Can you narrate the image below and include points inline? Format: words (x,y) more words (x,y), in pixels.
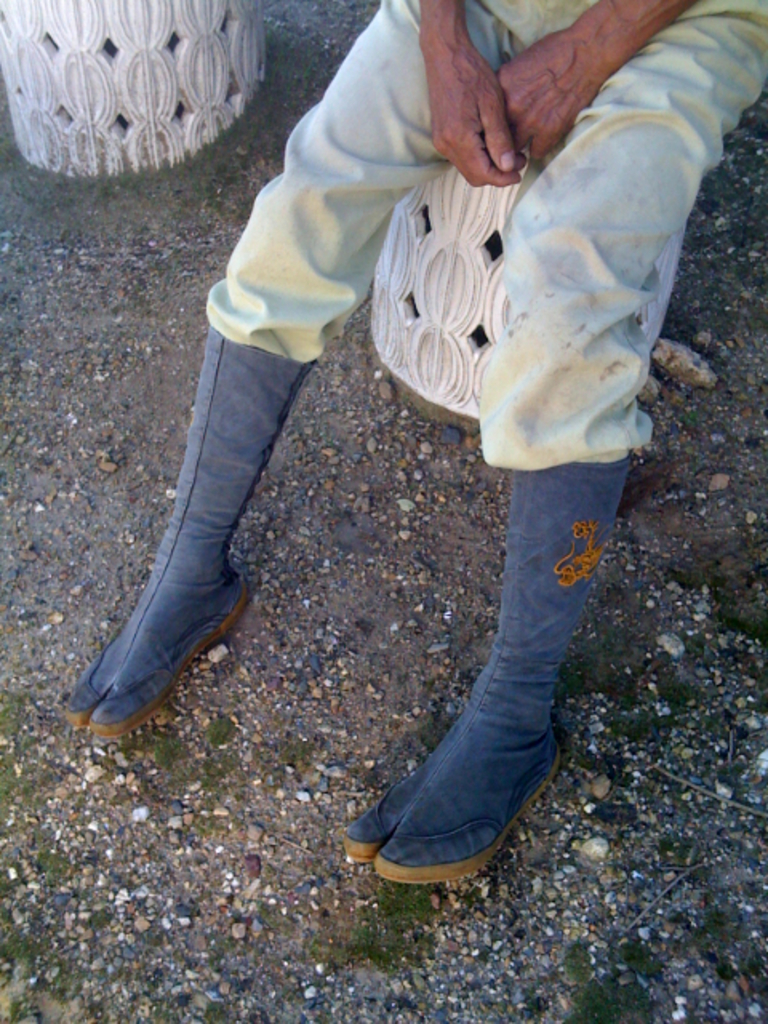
Here in this picture we can see a person (494,128) sitting over a place (495,197) and we can see he is wearing boots (208,343) on his legs (508,730) and we can see grass (155,756) present on the ground (148,763) here and there.
